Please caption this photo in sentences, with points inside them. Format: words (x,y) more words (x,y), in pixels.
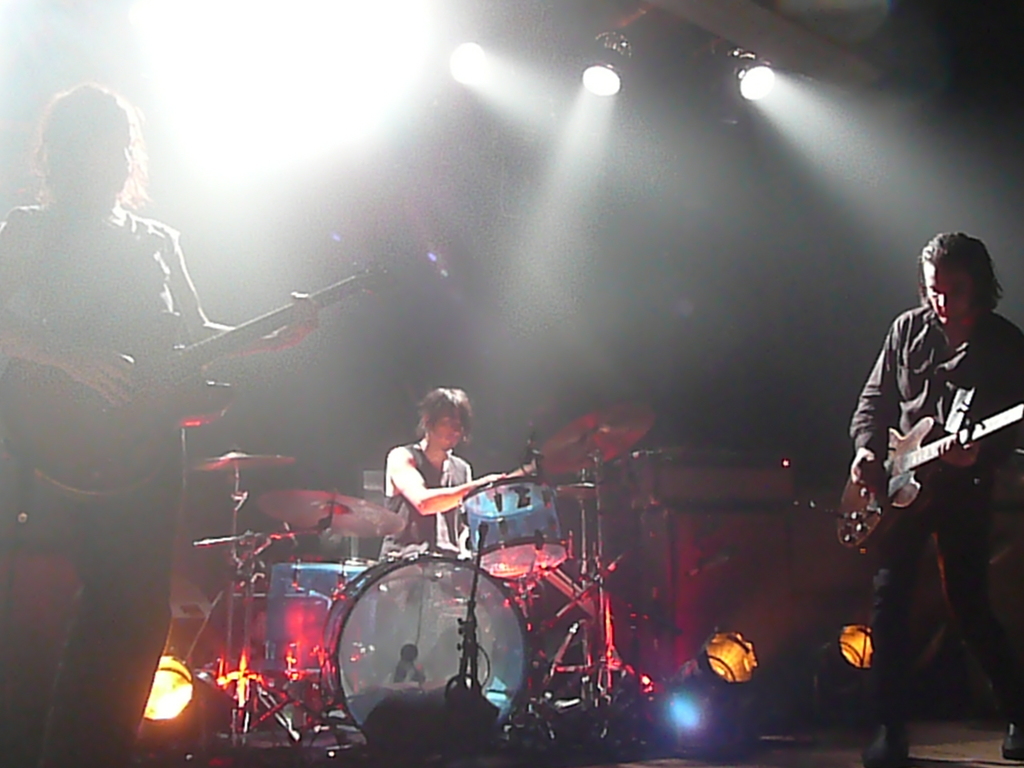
In this picture there is a man (881,396) and a woman (138,331) playing a guitar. There is a person (444,480) sitting on the chair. There is a drum (411,627) and other musical instruments (288,520). There are some lights (472,74) at the background (605,90).
